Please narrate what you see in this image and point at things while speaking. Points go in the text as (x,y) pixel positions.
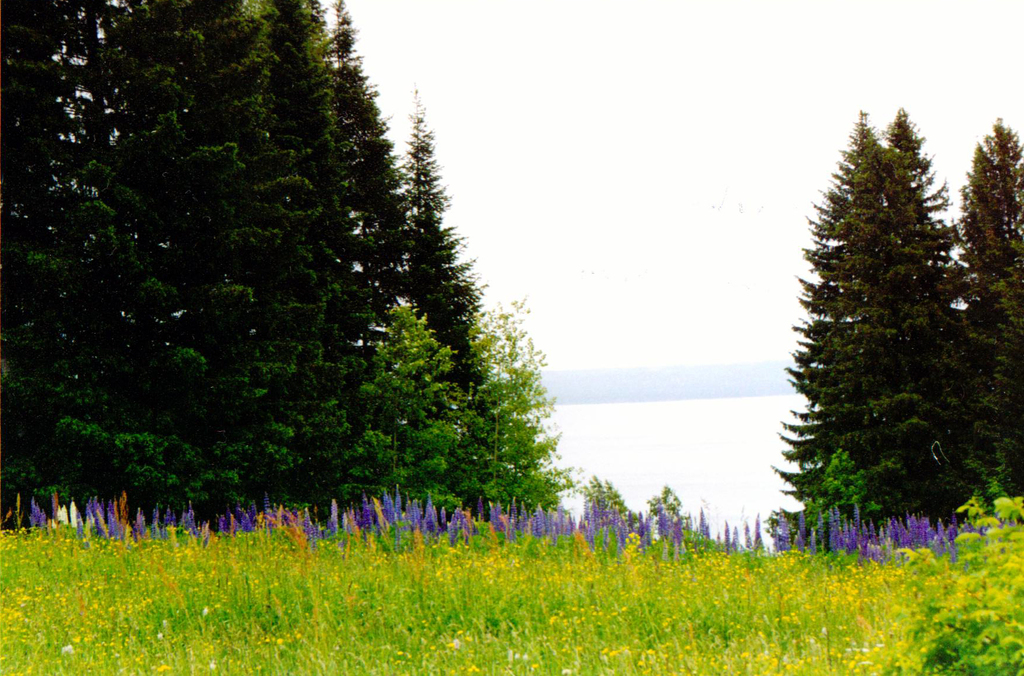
In this picture I can see the flower plants (248,534) in the foreground (496,518). I can see trees (386,357) on the left (181,303) and right side (906,476). I can see clouds (605,131) in the sky (563,119).
